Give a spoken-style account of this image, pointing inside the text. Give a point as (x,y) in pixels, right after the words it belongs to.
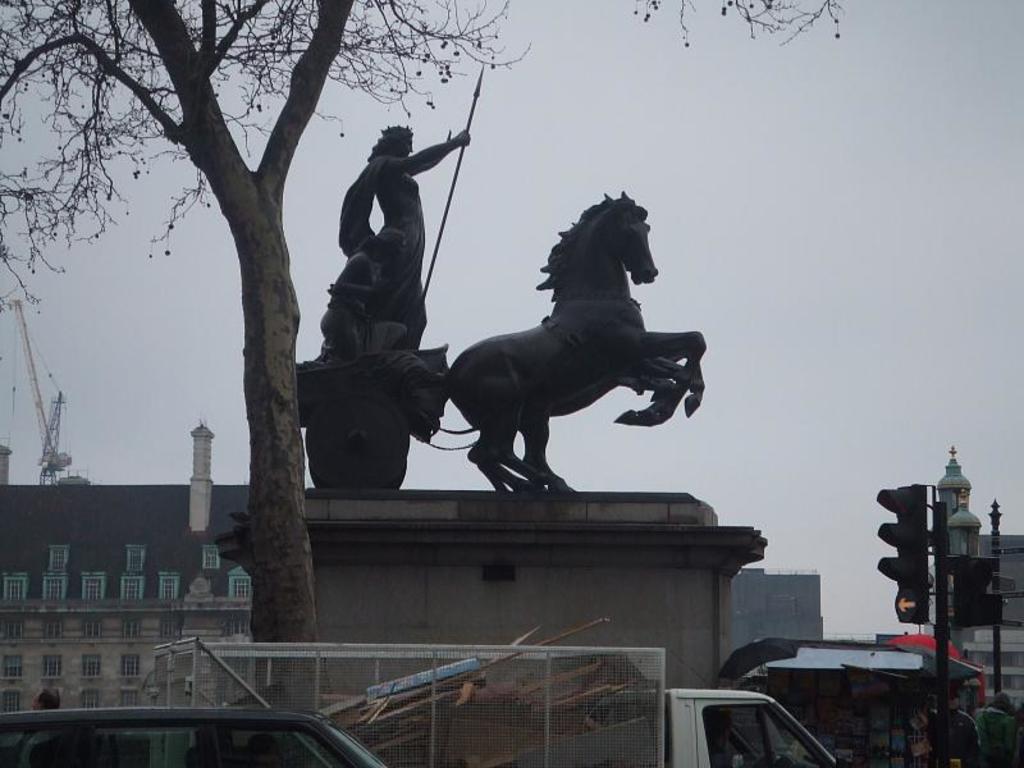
In this image we can see statues (385,338), building (132,522), construction cranes (27,349), tree (254,60), motor vehicles (502,689) on the road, traffic poles (946,600), traffic signals (909,551) and sky (500,147).
